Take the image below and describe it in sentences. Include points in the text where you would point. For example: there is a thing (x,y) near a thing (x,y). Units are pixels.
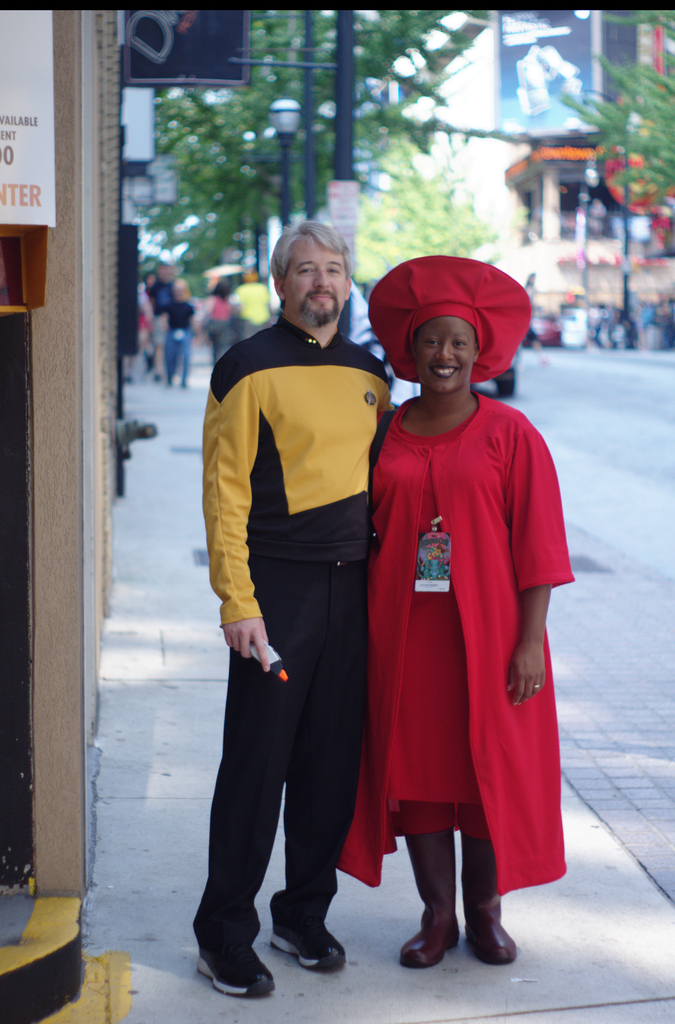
In the foreground of the picture (467,955) we can see a couple (287,490) standing. On the left (54,306) there are buildings (111,228). On the right (619,448) it is road (635,610). In the background (366,119) there are street lights (283,158), poles (347,168), trees (674,183), buildings (516,223), people (184,287) and other objects (135,165).
